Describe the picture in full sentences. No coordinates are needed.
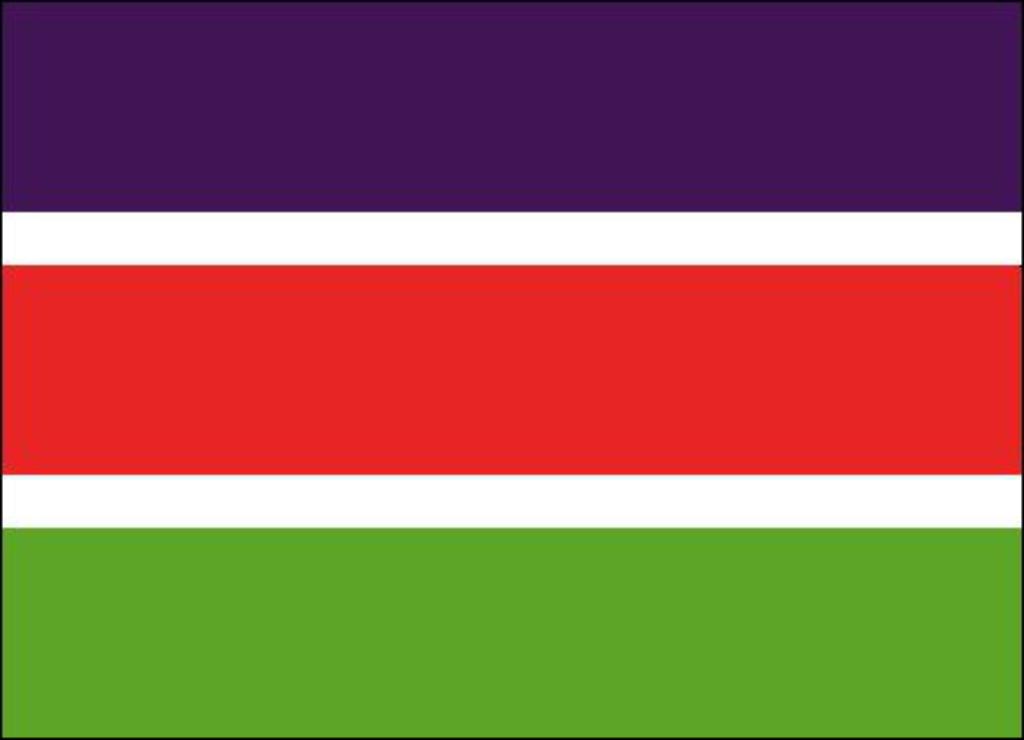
In this image there are four colors. We can see purple, white, red and green colors.
